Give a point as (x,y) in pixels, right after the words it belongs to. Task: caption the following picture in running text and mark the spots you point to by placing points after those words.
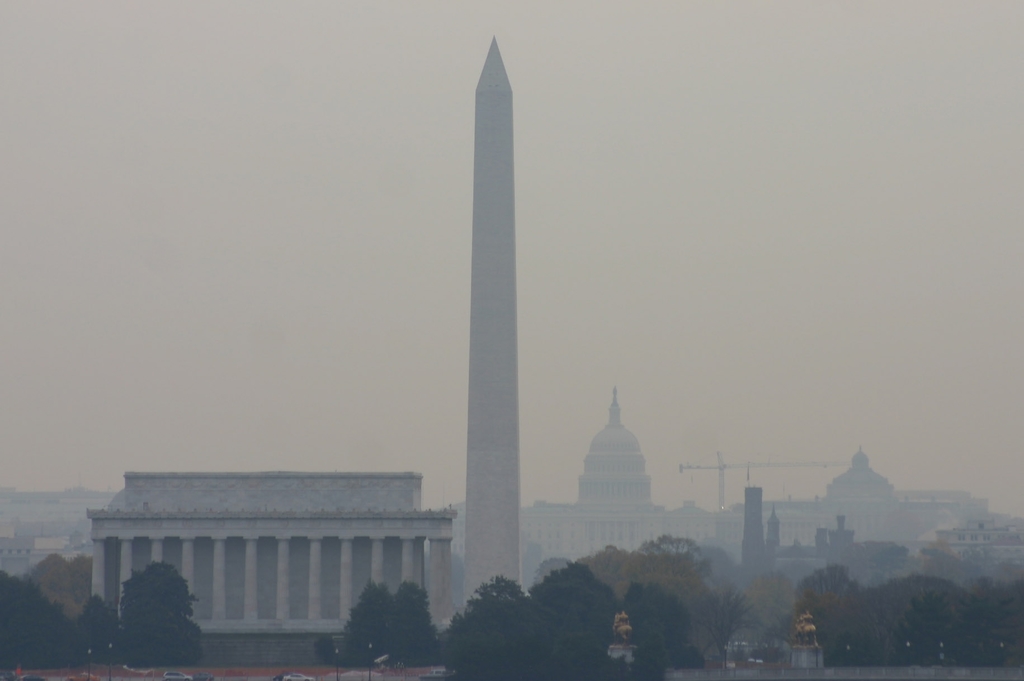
In this picture I can observe a tall pillar (481,257) in the middle of the picture (479,335). There are some trees (131,615) on the bottom of the picture (507,628). In the background (609,273) there is sky (730,249).
